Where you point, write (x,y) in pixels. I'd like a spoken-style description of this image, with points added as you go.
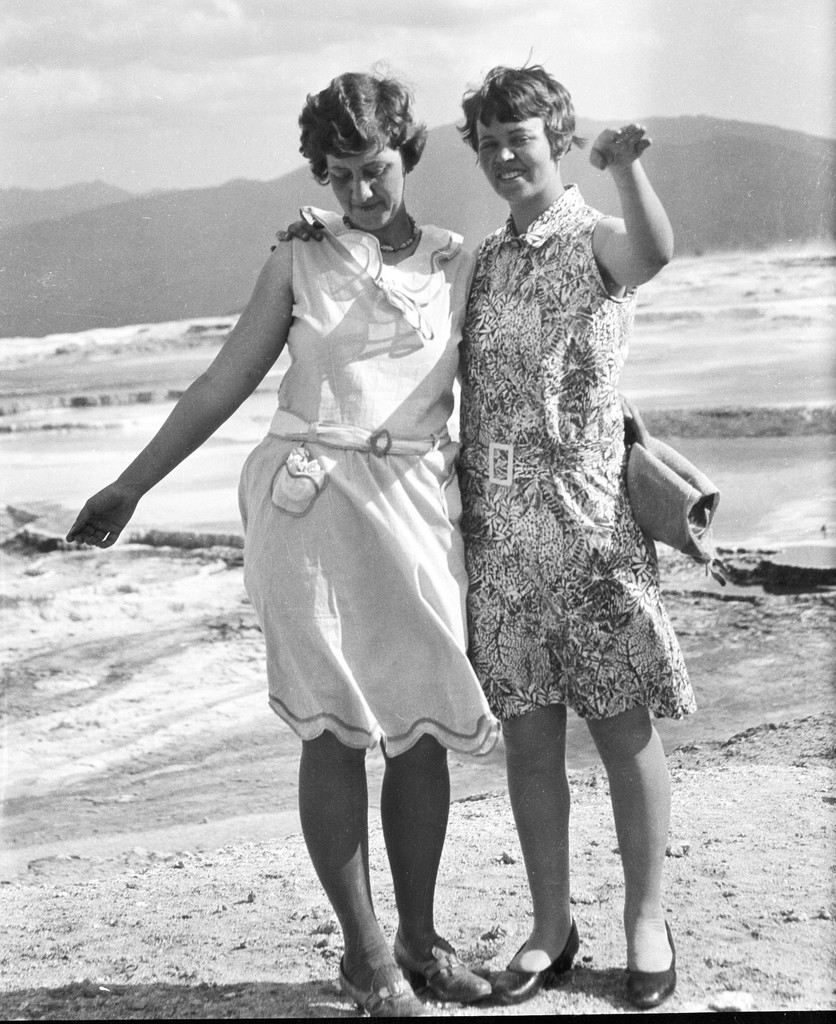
In the center of the image (404,596) we can see two ladies (436,556) standing. In the background (114,237) there is a sea (734,320), hills (208,264) and sky (442,73).
